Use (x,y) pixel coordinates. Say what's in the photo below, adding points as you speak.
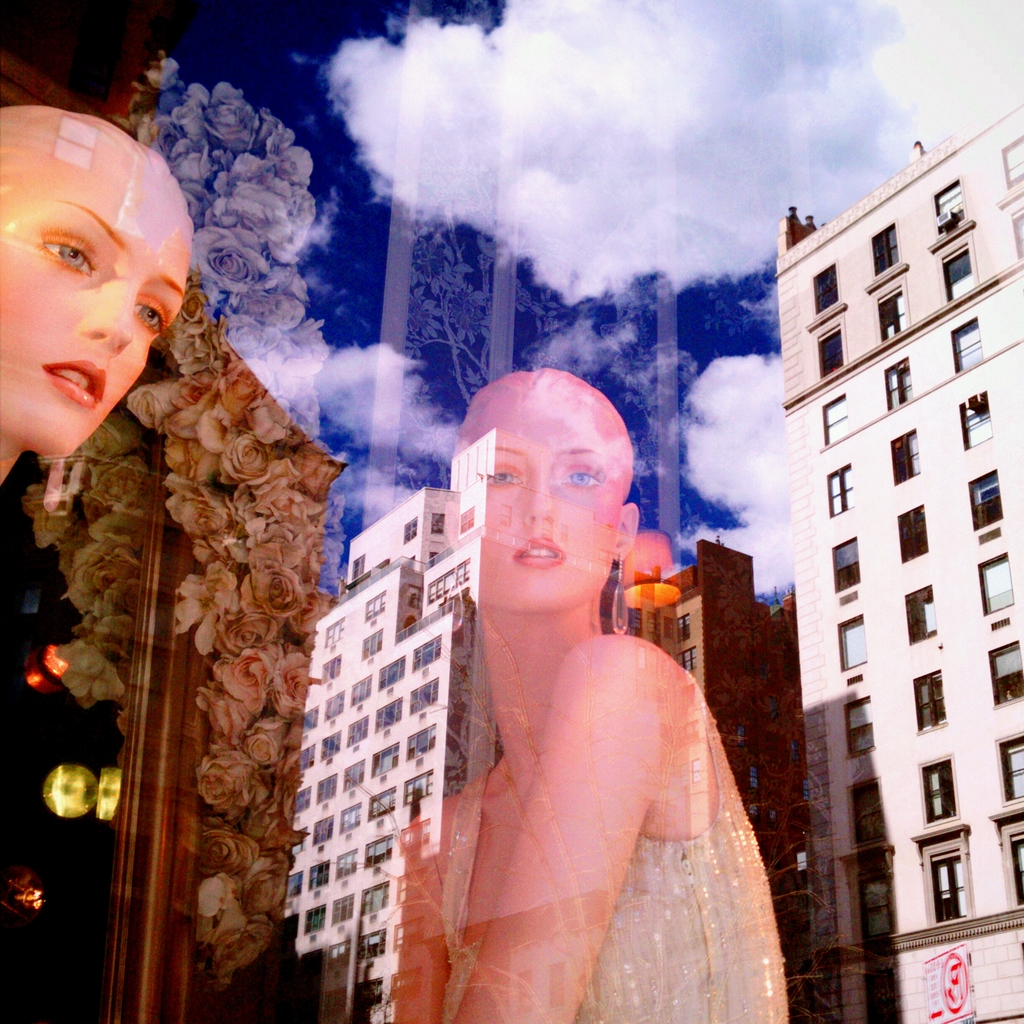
In this image I can see two mannequins (571,691) and I can see a mannequin (565,796) is dresses with silver color and I can see the glass (501,258) on which I can see the reflection (558,306) of the sky (489,254) and few buildings (883,621).
